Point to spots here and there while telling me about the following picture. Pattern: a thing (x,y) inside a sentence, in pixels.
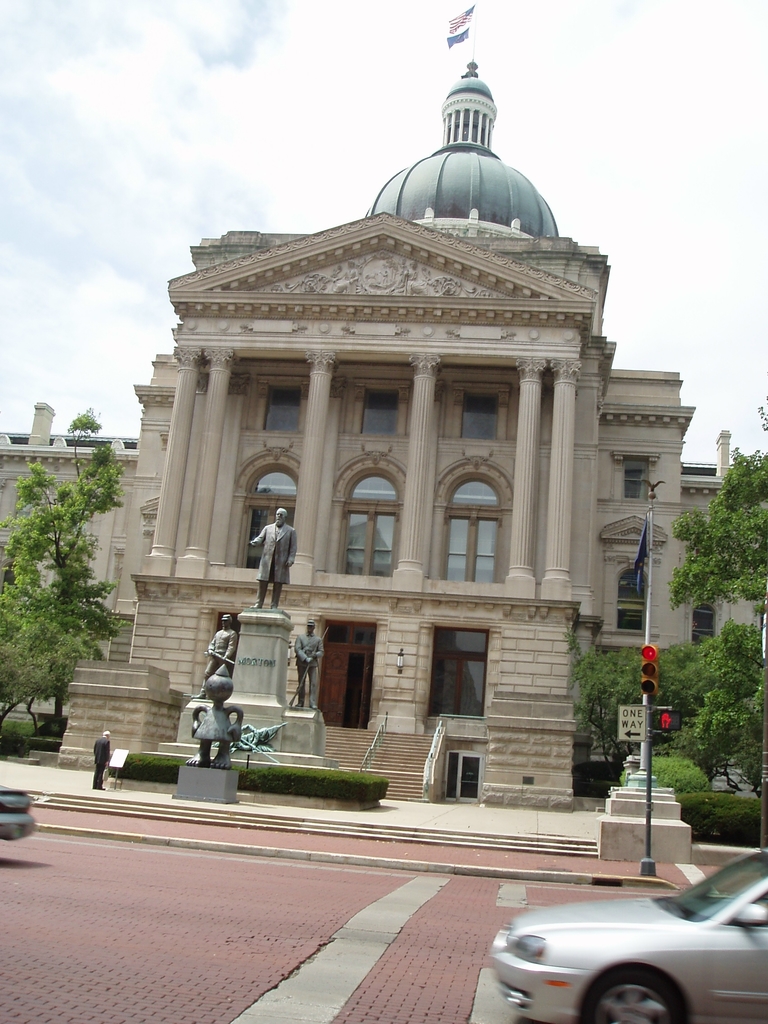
In this picture there is a building (338,733) in the center of the image (343,610) and there are statues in front of it, there are trees (15,582) on the right (744,545) and left side of the image (0,611), there is a signal pole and car (499,965) on the right side of the image (666,940).
